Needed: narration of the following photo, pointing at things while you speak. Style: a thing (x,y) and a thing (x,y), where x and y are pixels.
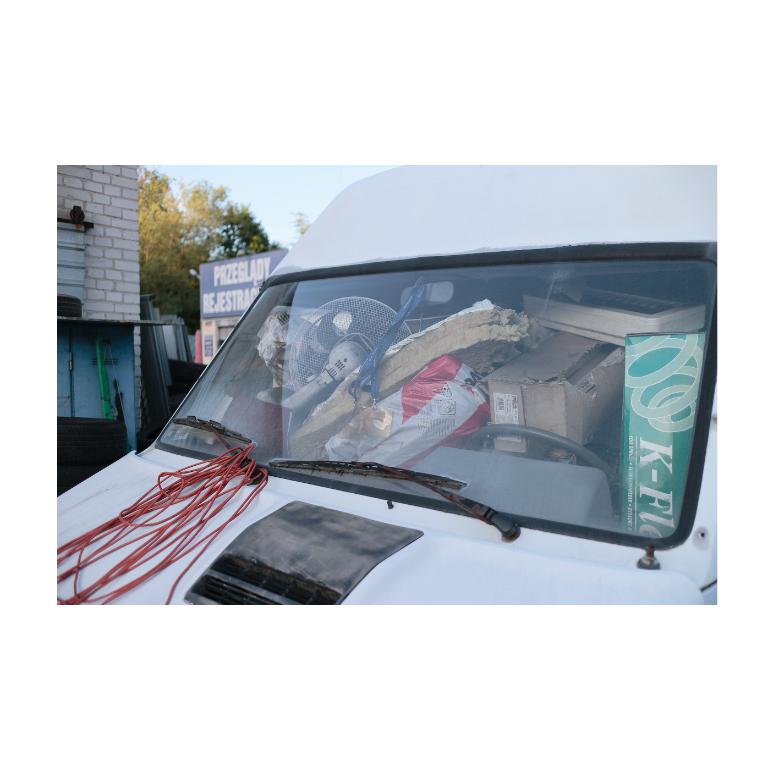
We can see vehicle (495,453), inside this vehicle (505,447) we can see table fan (341,315), cardboard boxes (650,447) and objects (358,456). Background we can see wall (122,173), board (209,301), trees (226,246) and sky (306,210).
